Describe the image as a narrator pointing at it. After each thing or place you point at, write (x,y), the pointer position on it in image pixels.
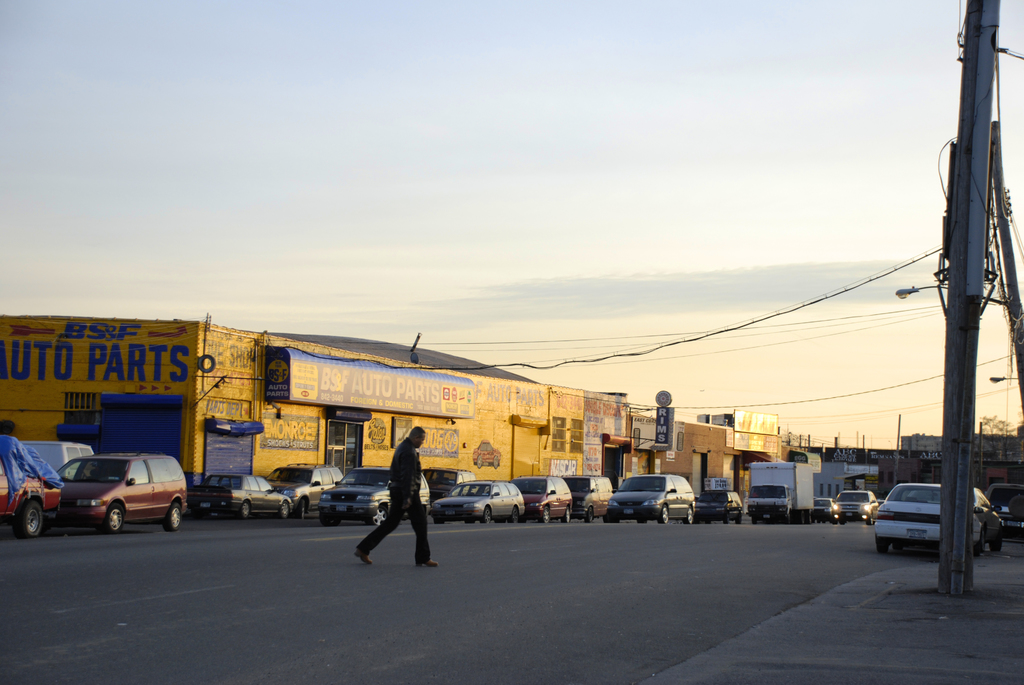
In this image we can see many stores (723,436) and advertising boards (455,407) attached to it. There are many vehicles (648,511) in the image. A person (416,513) is crossing a road (470,549) in the image. There are few street lights (944,285) in the image. There is a sky (852,305) in the image. There are few electrical poles (970,363) and many cables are connected to it in the image.
